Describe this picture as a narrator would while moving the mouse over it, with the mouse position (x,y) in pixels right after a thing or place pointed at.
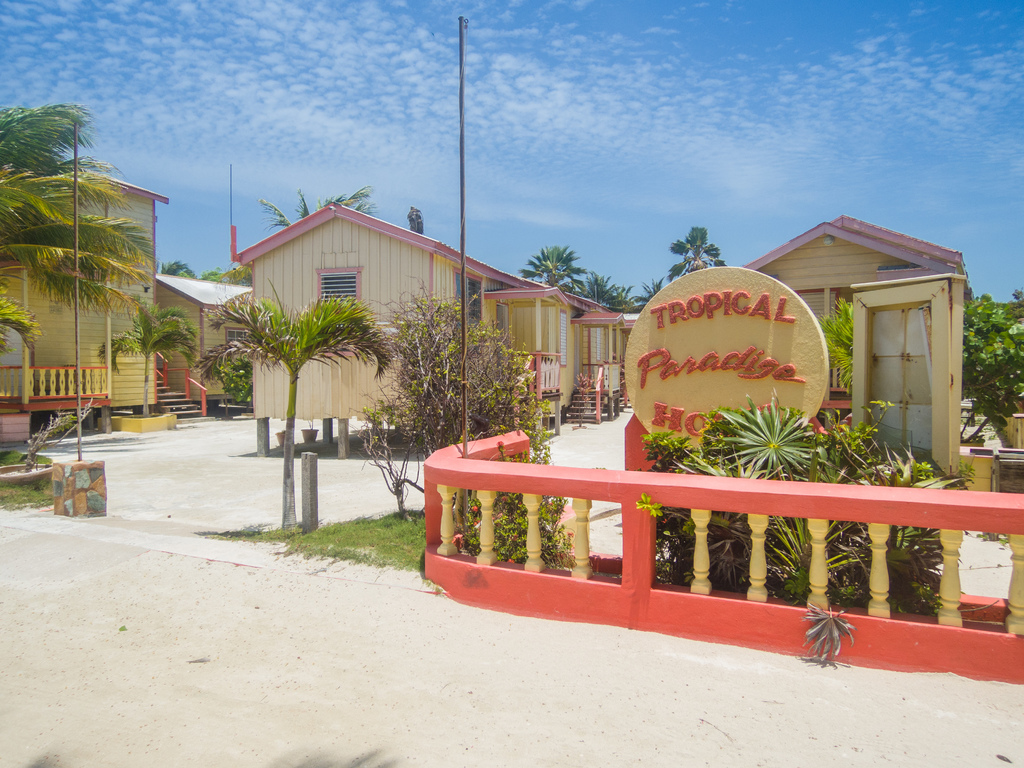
In this image, there is an outside view. In the foreground (514,406), there are some plants (484,386) and sheds (337,278). There is a board (763,334) in the middle of the image (645,419). In the background (556,241), there is a sky (544,202).
